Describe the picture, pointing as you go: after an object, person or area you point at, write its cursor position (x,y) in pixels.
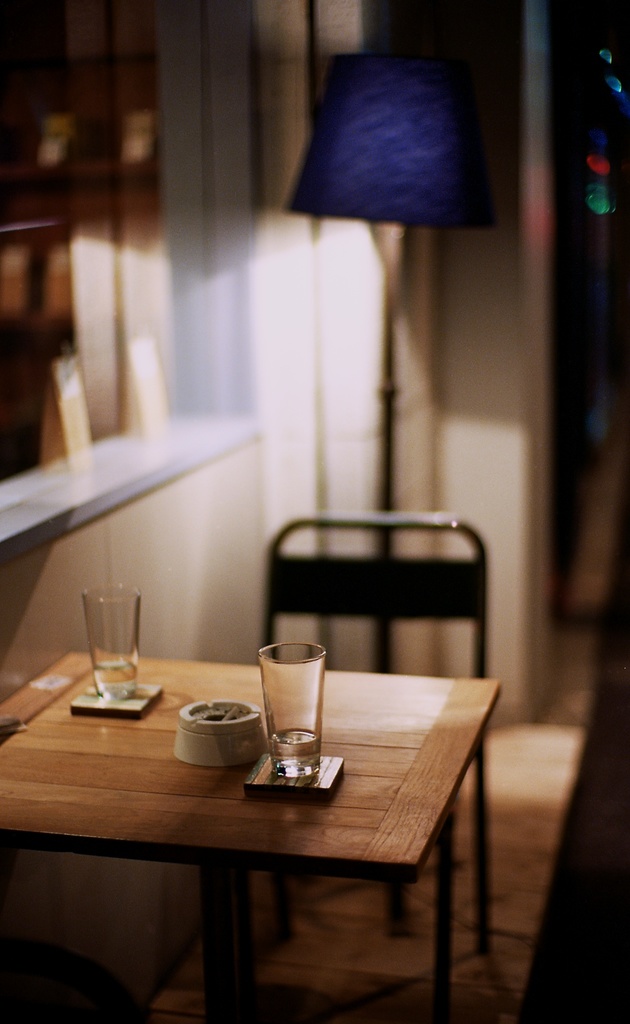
This image is taken indoors. In the background (409,475) there is a wall (465,350) and there is a lamp (347,209) on the floor (526,867). On the left side of the image (13,452) there is a cupboard (151,84). In the middle of the image (232,671) there is a table (156,763) with a few things (205,733) on it and there is an empty chair (374,601) on the floor (533,900).
